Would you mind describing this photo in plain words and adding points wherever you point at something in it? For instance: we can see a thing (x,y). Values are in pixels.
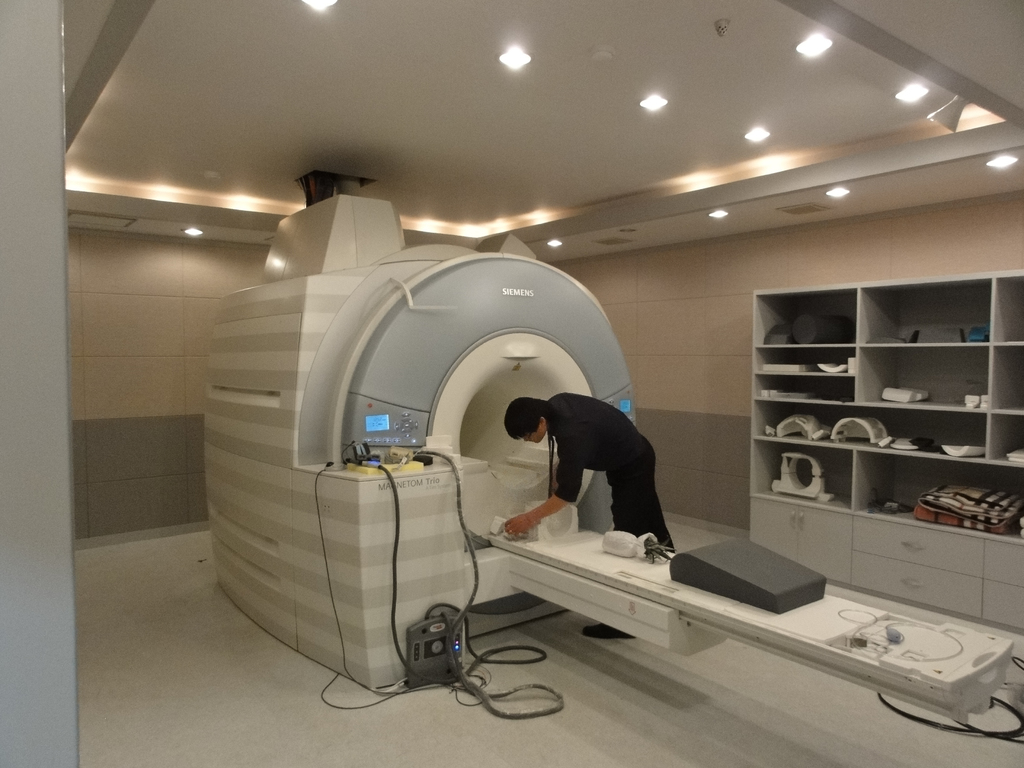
In this image we can see there is a hospital (535,406) equipped with some objects (437,564) and cables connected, there is a person (550,477) standing, behind the person (591,441) there are some objects (886,389) arranged in the rack (879,319). At the top of the image (628,85) there is a ceiling (743,115) with lights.
